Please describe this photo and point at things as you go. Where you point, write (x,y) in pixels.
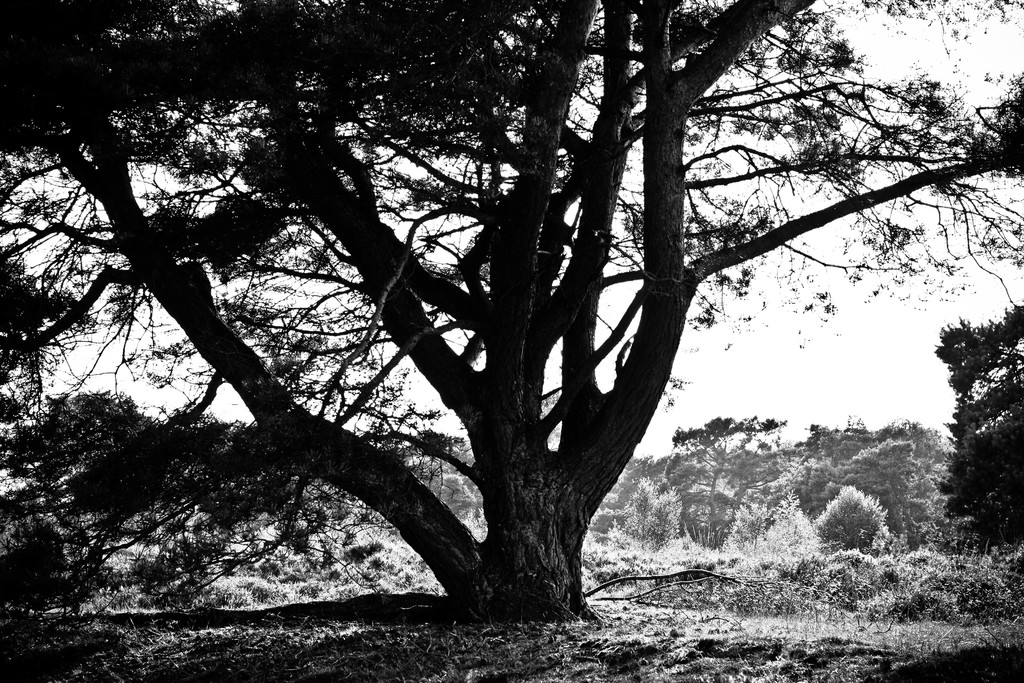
In this black and white image there are trees (648,493), grass (605,541) and in the background (863,314) there is the sky (896,304).
